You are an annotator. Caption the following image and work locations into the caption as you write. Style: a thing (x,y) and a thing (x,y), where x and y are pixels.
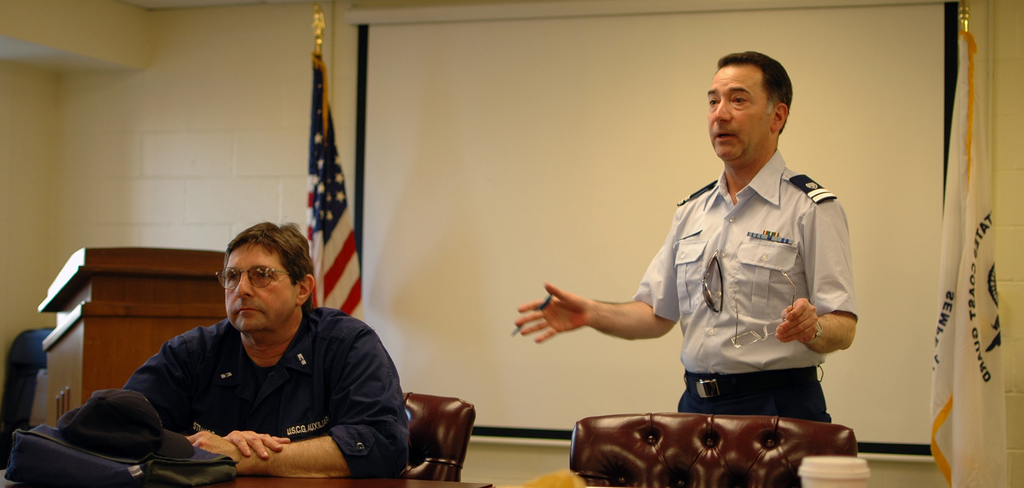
This is the man (316,417) sitting on the chair (436,420) and another person (734,310) standing. This is a table (305,486) with a bag (216,465) placed on it. These are the flags (956,214) hanging on the pole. This looks like a podium (157,294). At background (395,132) I can see screen (460,122) attached to the wall (349,89).
